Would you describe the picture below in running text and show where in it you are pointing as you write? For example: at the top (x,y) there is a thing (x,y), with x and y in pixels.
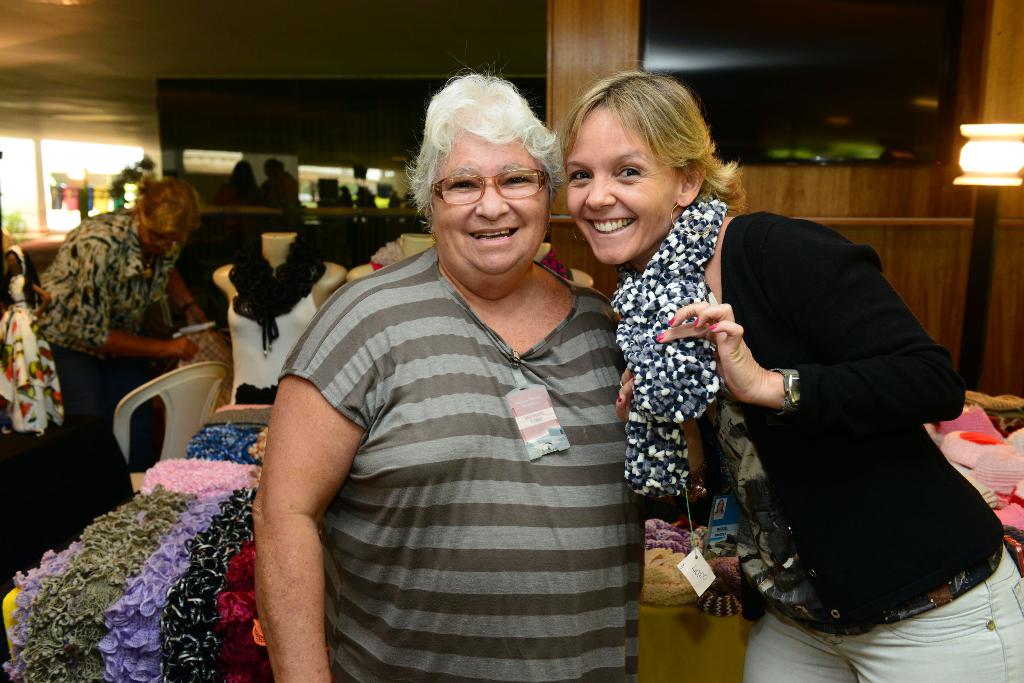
In this image inside a building (575,58) there are many people (538,318). In the foreground (529,370) two ladies (565,323) are standing they are smiling. In the background (274,342) there are chairs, tables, mannequin (235,305), TV (735,53) and few other things (253,306) are there.
